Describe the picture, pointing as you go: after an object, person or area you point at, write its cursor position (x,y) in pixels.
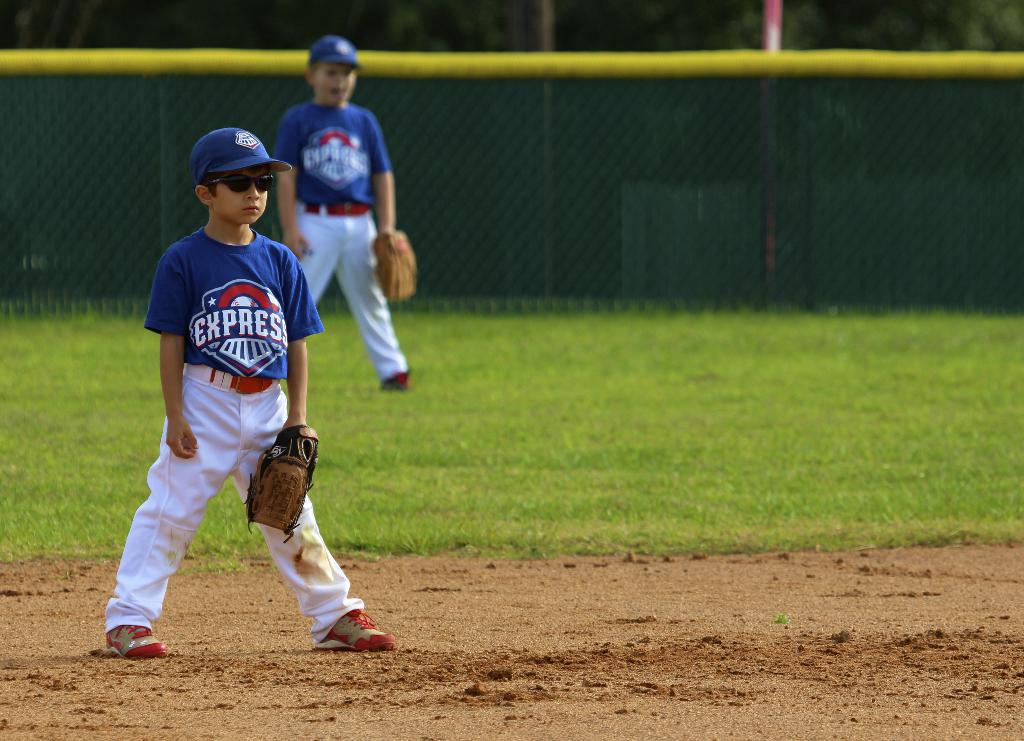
In this picture I can see two kids (279,402) are standing. These kids (266,338) are wearing blue color t-shirt (251,275), cap (231,157), white color pant (224,386) and some other objects (259,177). In the background (507,263) I can see a net (565,300), grass (532,396) and poles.
